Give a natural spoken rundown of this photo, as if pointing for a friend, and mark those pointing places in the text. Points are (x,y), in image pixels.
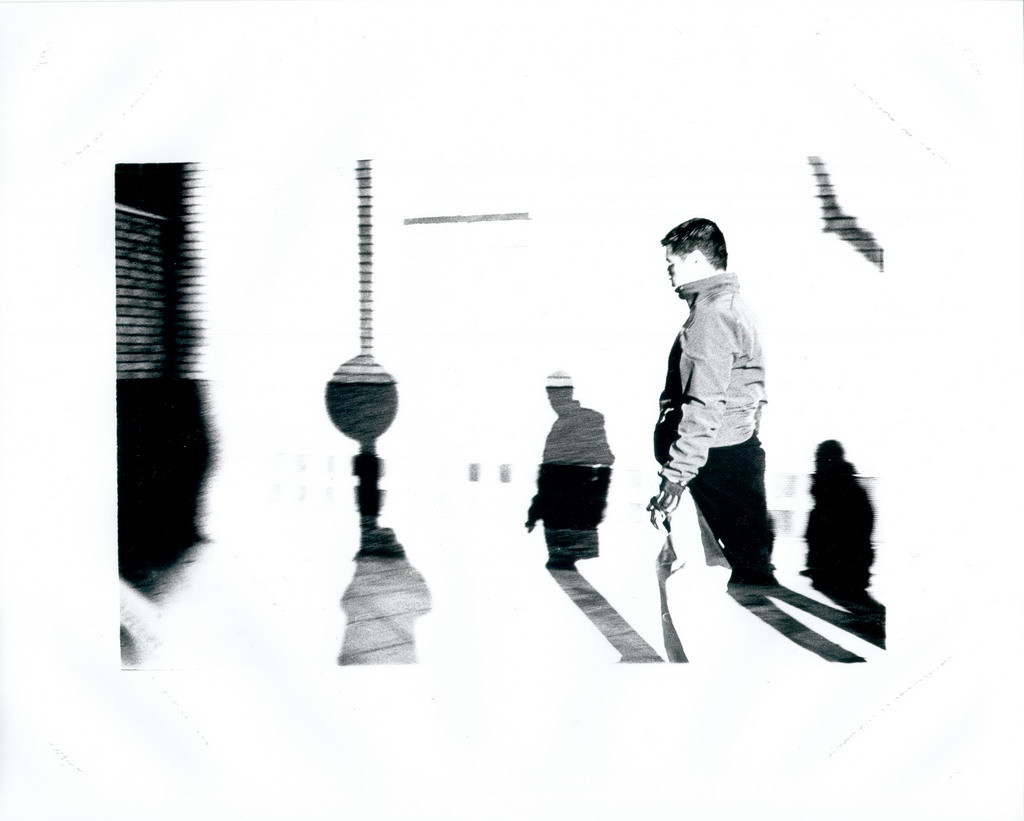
This is a black and white image, there is a man (693,333) standing on the right side (688,258) in front of the wall (617,345) and there is shadow (359,565) of few persons (600,441) and pillar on the background wall (508,353).
